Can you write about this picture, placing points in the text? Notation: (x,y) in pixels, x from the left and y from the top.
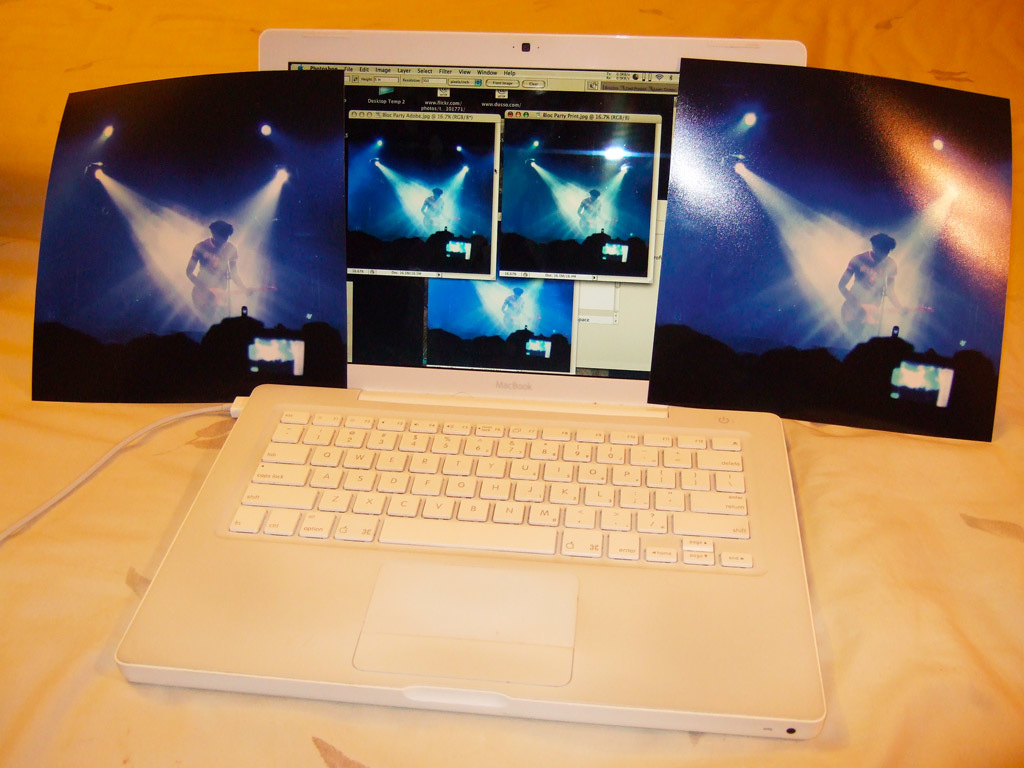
In the center of the image (490,481) we can see a laptop (472,440) and pictures (938,231) placed on the cloth (878,553).
